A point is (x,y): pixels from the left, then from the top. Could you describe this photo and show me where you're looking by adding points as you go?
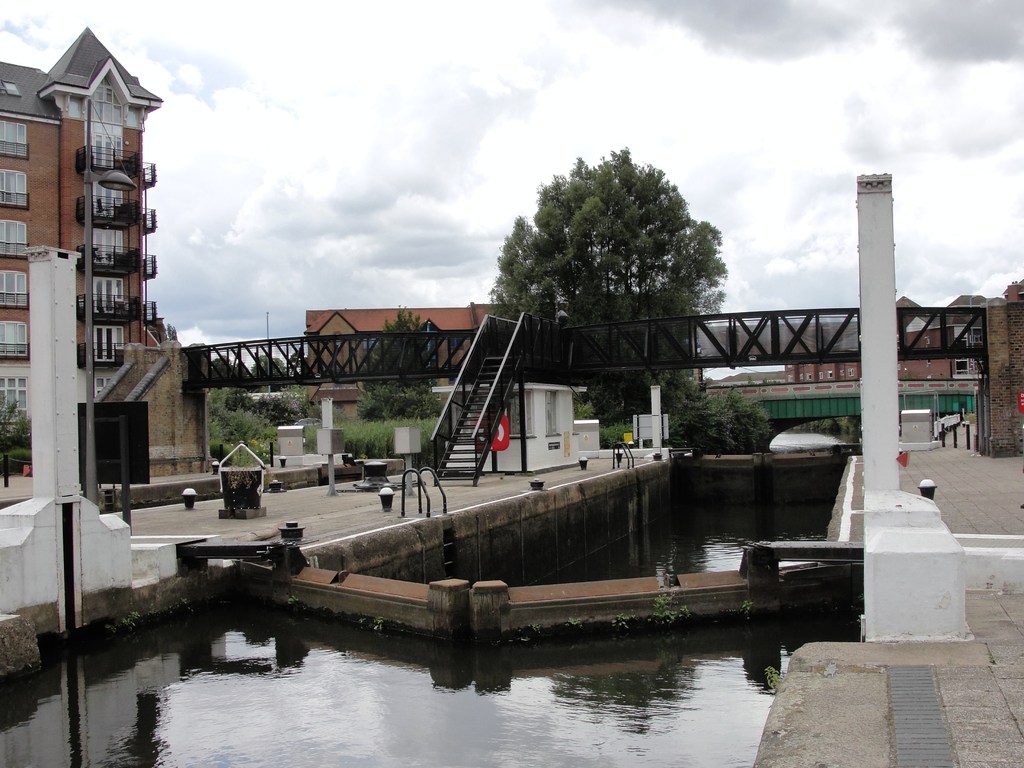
In this image in the front (404,640) there is water (322,660). In the center (404,499) there are objects (252,497) which are black in colour and there is a board (102,438). In the background (376,330) there are buildings (123,326), trees (622,399). There is a bridge (686,336) and there is a staircase (480,385) and the sky (547,117) is cloudy.
